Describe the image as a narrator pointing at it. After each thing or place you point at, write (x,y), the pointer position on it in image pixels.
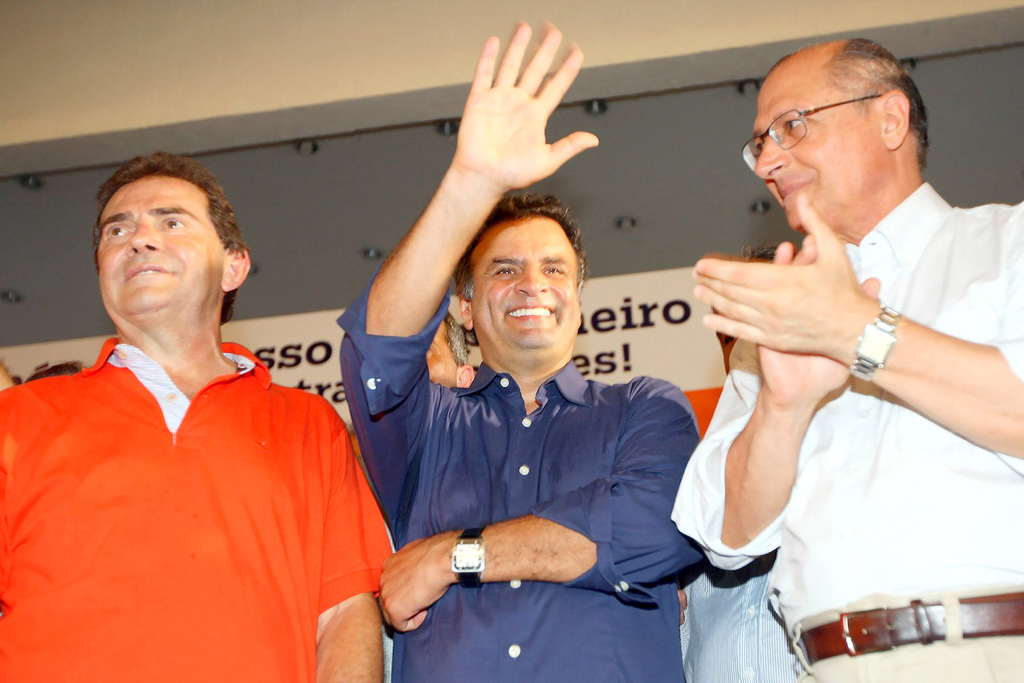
In front of the image there are three people (466,413) standing with a smile on their face (543,310), one of them is waving and the other one is clapping, behind them there are a few other people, in the background of the image (682,306) there is a banner (668,296) on the wall (742,237), at the top of the wall (587,245) there are lamps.
